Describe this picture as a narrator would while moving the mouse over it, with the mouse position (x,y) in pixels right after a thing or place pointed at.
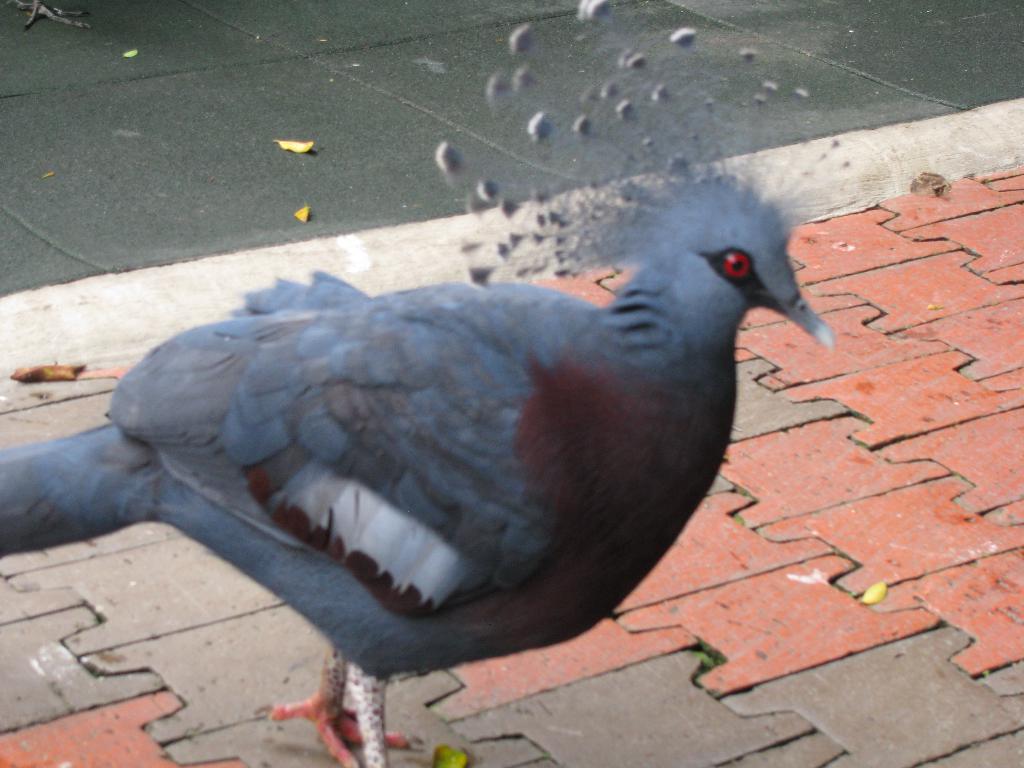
In this picture I can see a bird (464,482) is standing on the ground (630,620). In the background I can see leaves (278,142).
